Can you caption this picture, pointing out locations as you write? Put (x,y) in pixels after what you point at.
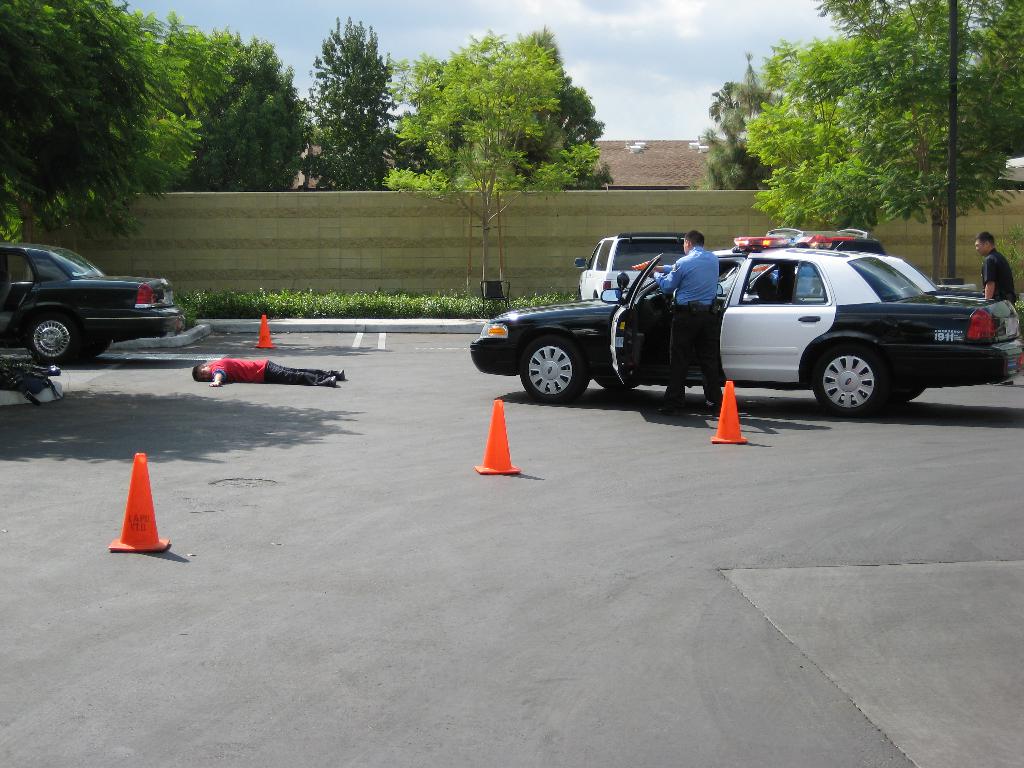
In this picture we can see group of people (716,317) and few cars (771,350), and we can see a man (262,369) is laying on the ground (209,356), beside to them we can see few road divider cones (148,506), in the background (511,136) we can see few trees (863,171) and houses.
